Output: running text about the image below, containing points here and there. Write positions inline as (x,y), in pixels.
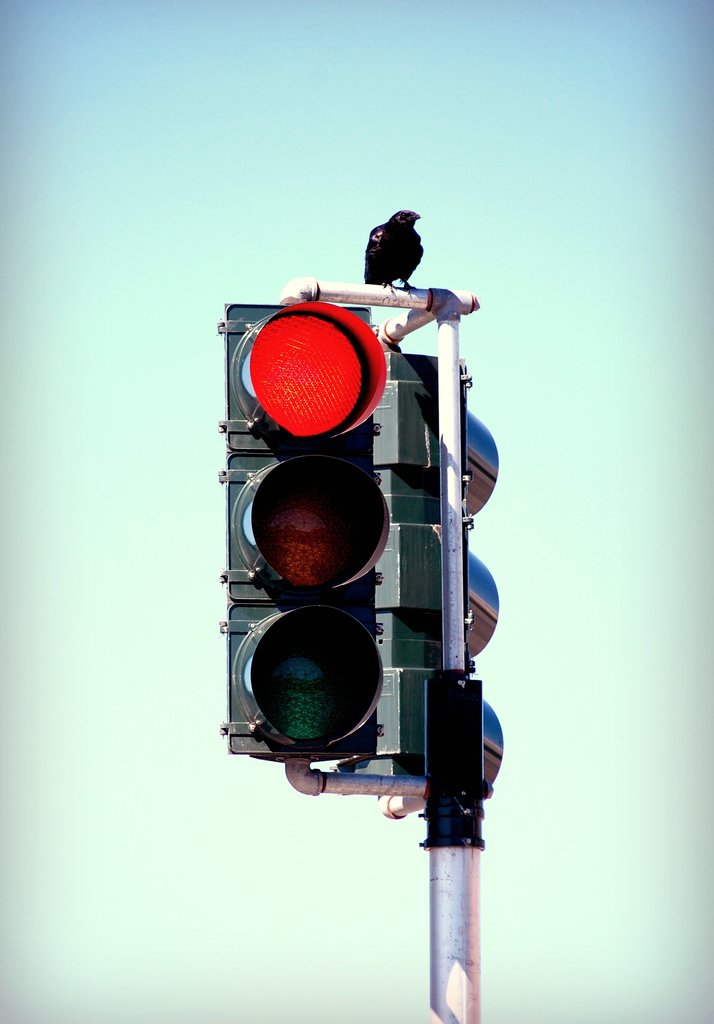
In this picture there is a crow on the traffic signals (336,414). In the back (190,211) I can see the sky (617,399).
